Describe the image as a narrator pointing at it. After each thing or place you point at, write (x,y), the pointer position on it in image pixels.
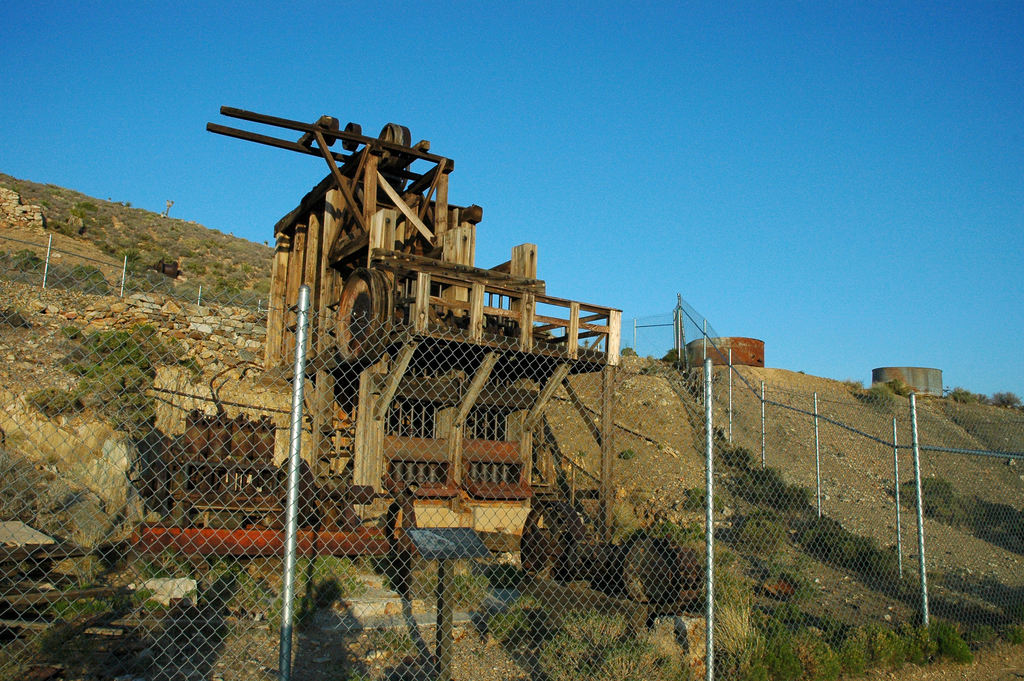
In this image we can see a machine (362,433), there are some stones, plants (129,212), fence (591,536) and poles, in the background (594,203) we can see the sky (575,202).
